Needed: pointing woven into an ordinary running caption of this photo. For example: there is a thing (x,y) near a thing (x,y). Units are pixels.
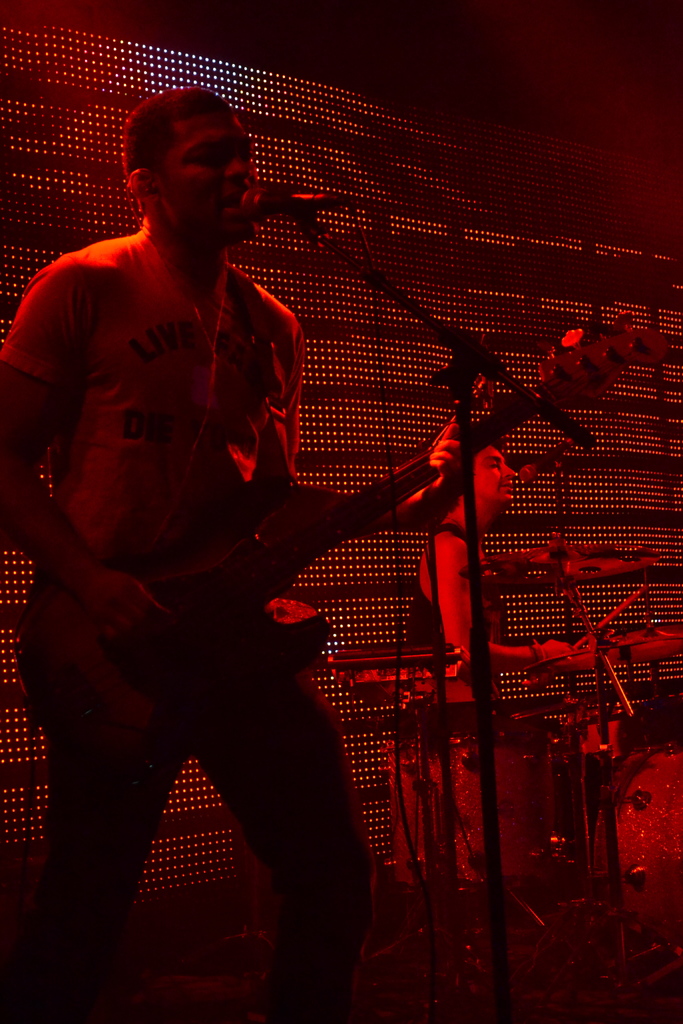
In this picture we can see man (202,291) holding guitar (261,587) in his hand (115,608) playing and singing on the mic (263,194) and the background (467,671) we can see person (462,629) sitting on chair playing drums (630,636) and here we have wall (417,199) with net (384,194).
